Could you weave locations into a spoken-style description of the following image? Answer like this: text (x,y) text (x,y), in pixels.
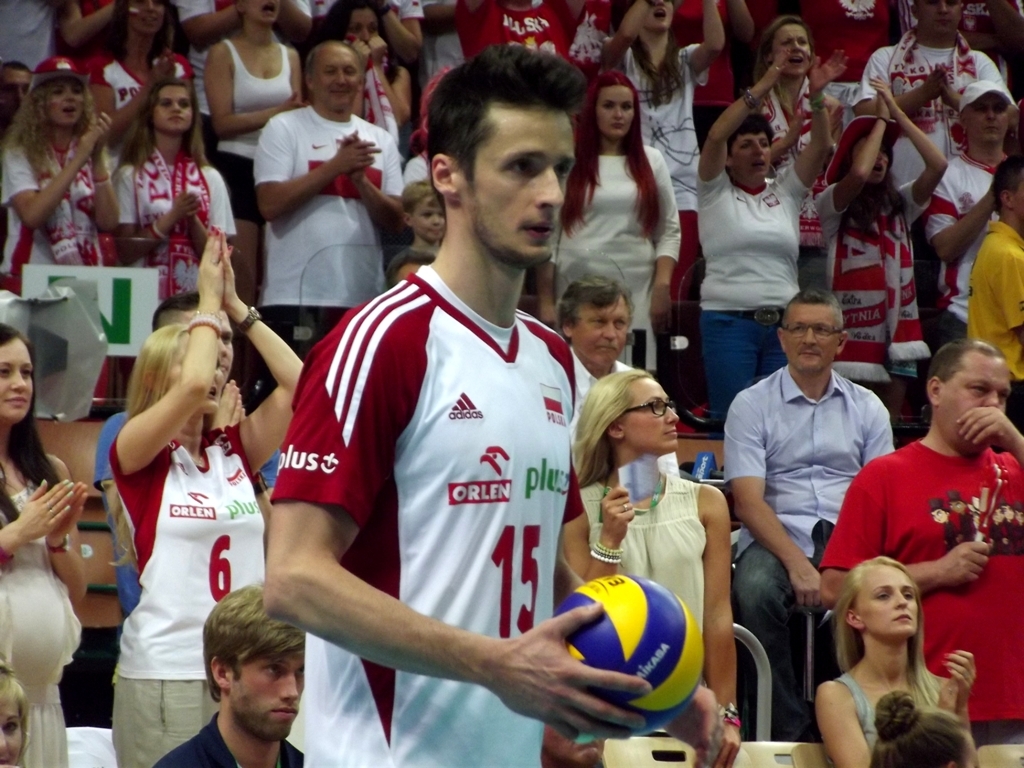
Here we can see a man (374,747) is holding a ball (625,655) in his hands (598,675) and in the background (618,520) we can see few persons (754,207) are standing and few (176,330) are sitting on the chairs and there are other objects (109,305).
